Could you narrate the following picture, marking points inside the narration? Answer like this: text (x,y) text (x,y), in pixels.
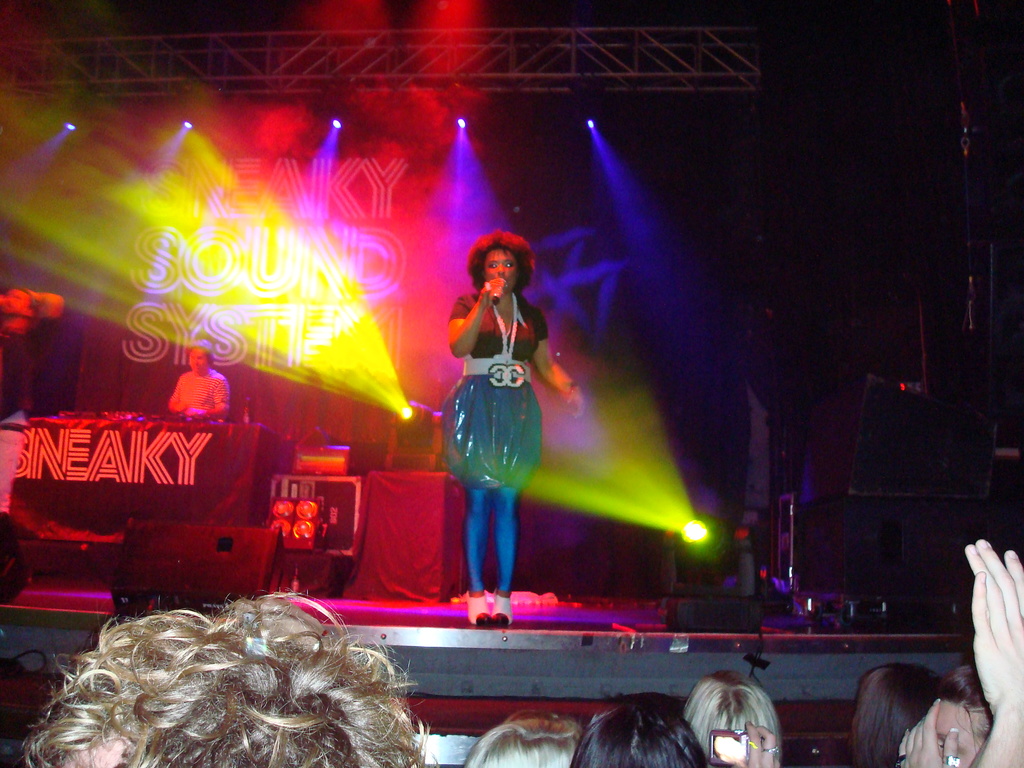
In the center of the image (469,478) we can see a lady (517,444) standing and holding a mic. At the bottom (204,687) there are people (861,732) and we can see lights (648,477). On the left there are two people (37,327) on the dais (511,601). We can see speakers (952,525). At the top (249,72) there are rods (680,62).
